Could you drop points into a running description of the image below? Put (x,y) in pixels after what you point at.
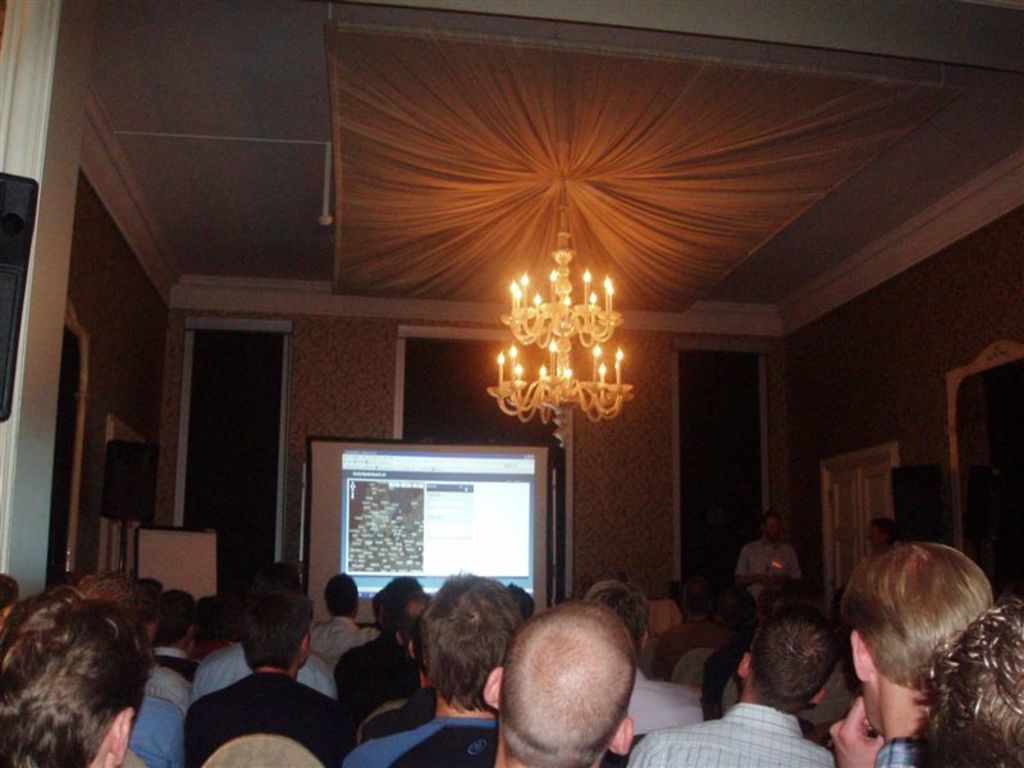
In this image, we can see people (542,625) sitting and in the background (772,542), there are some other persons (767,529) standing and we can see a screen (468,483), doors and there is a wall (301,315). At the top (538,241), there are lights (570,312) and we can see a roof (509,154).
